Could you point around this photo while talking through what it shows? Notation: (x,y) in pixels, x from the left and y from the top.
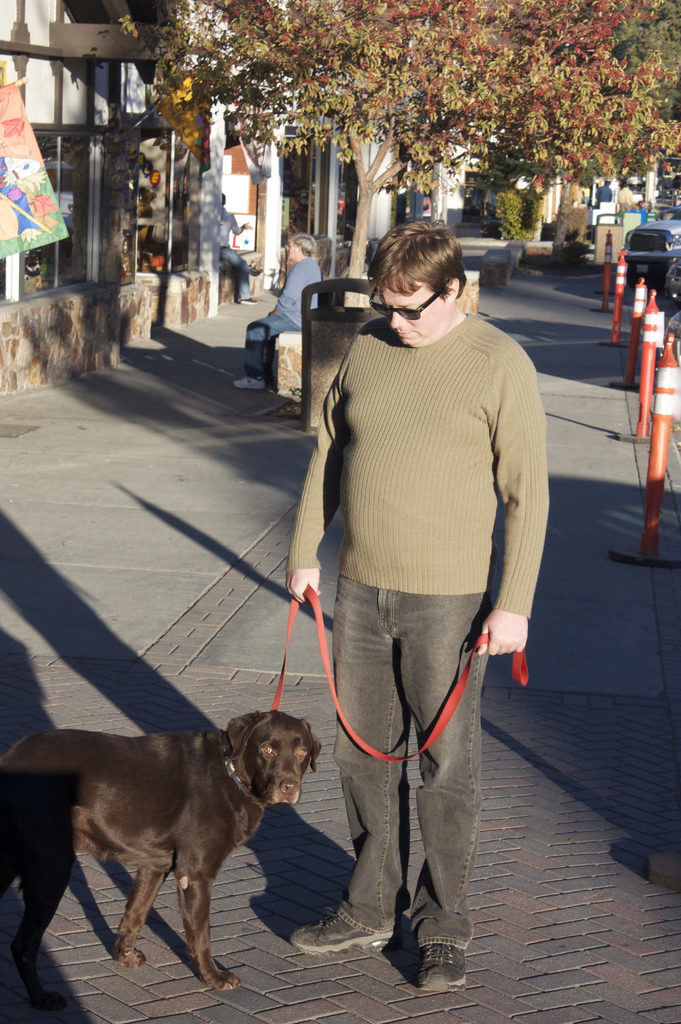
In this image I can see in the middle (416,533) a person (519,622) is standing this person (477,594) wore sweater (398,509), trouser (448,836) shoes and holding the rope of that is tied to this brown color dog (154,771). Behind him a person (307,238) is sitting under the tree (374,95). On the left side (160,152) there are glass walls (89,194). On the right side (624,265) there are orange color poles (618,271).
